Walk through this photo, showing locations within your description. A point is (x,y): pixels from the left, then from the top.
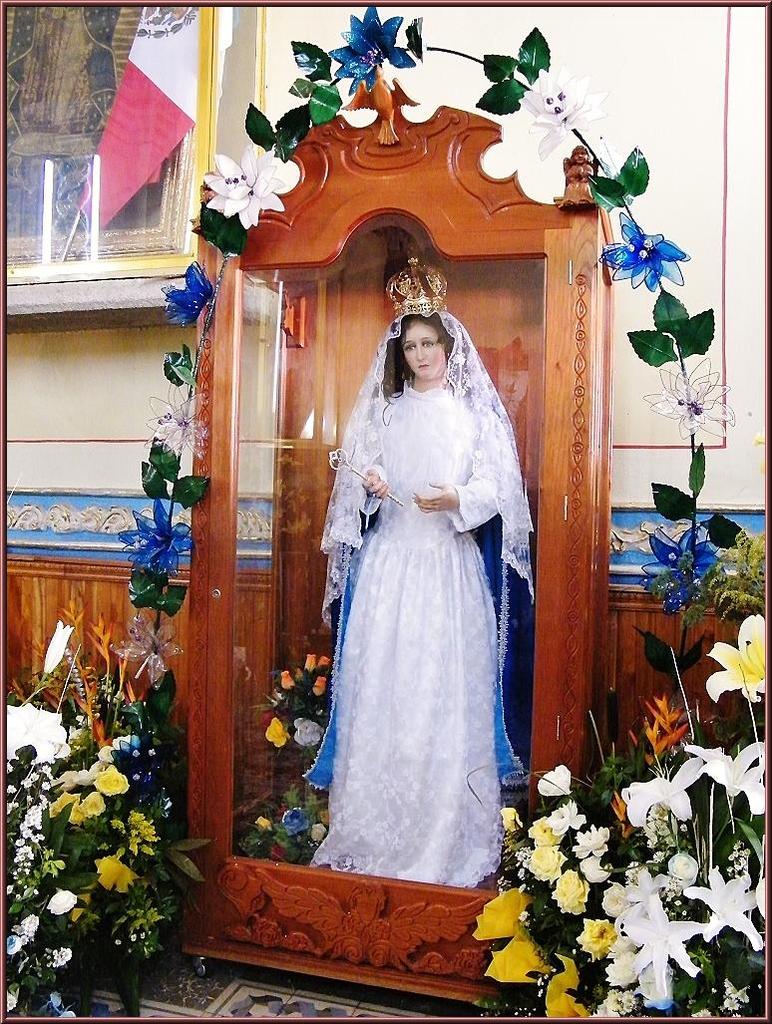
In the foreground of this picture (421,608), there is a woman statue (419,707) in the cupboard (397,711) and the artificial flowers (76,818) to the plants (76,818) are around it. In the background (679,90), there is wall (575,55) and a glass frame (160,54).
